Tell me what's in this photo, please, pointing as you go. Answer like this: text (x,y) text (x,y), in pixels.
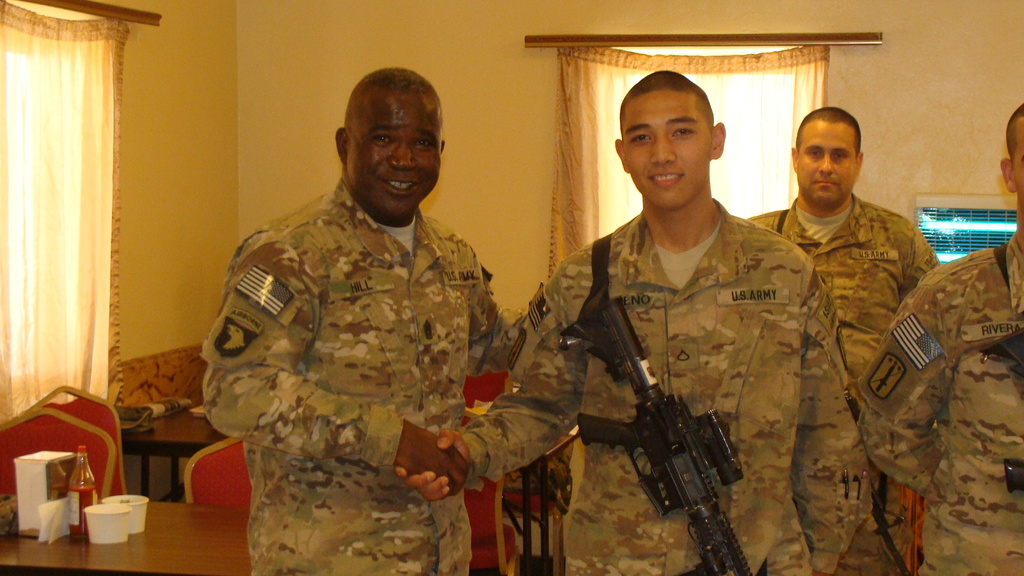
In this image there are some officers (634,574) in which one of them is having gun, beside them there is a table (142,548) with some bottles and some bowls (126,509), also there are curtains (95,106) hanging on the window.
